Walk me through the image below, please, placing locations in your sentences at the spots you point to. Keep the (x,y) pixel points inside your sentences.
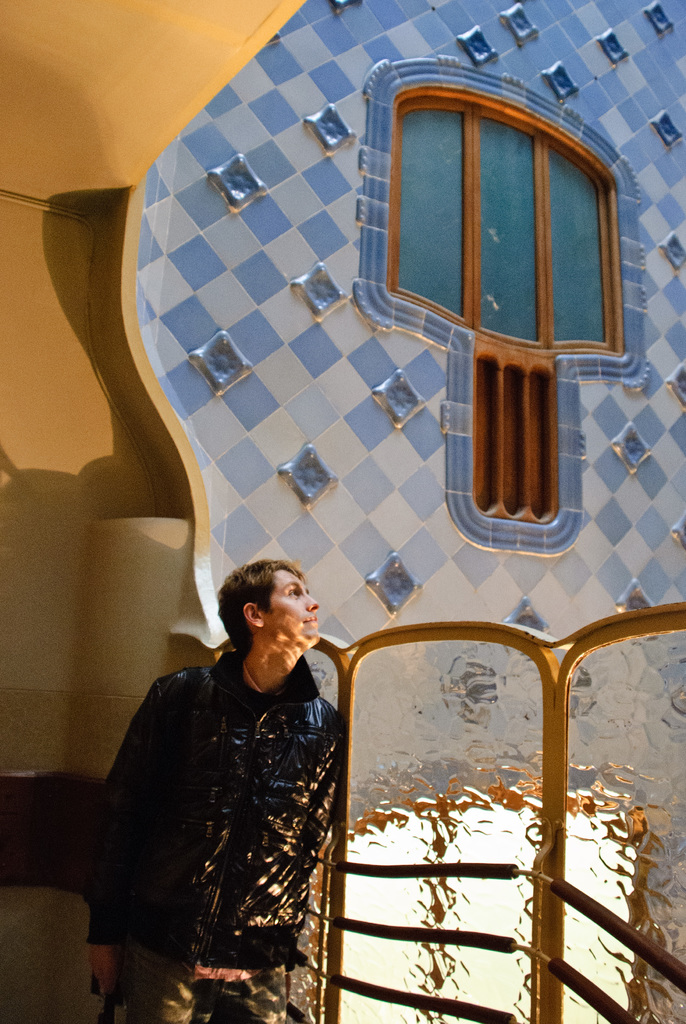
In this picture I can observe a man (266,798) on the left side (170,767). On the right side (603,917) I can observe a railing (446,1012). In the background (192,359) there is a wall (303,301).
